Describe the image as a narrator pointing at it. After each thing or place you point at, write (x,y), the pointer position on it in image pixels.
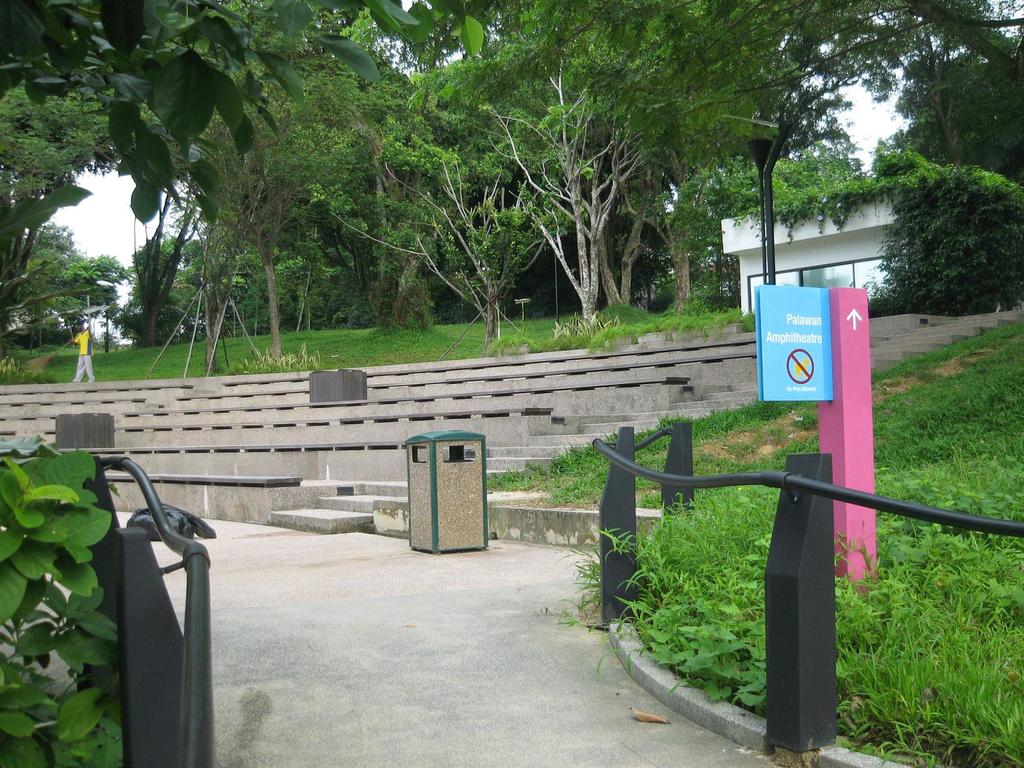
In this image we can see a metal fence (173,613). Beside the fencing (799,595) we can see the grass (873,587), plants (742,634) and a pillar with the board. On the board (781,334) we can see the text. In the middle of the image (471,411) we can see the stairs (328,485) and a dustbin (463,495). In the background (677,307), we can see a person (88,346) holding an object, grass (479,356), plants (711,309), trees (697,290), poles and a building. At the top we can see the sky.
